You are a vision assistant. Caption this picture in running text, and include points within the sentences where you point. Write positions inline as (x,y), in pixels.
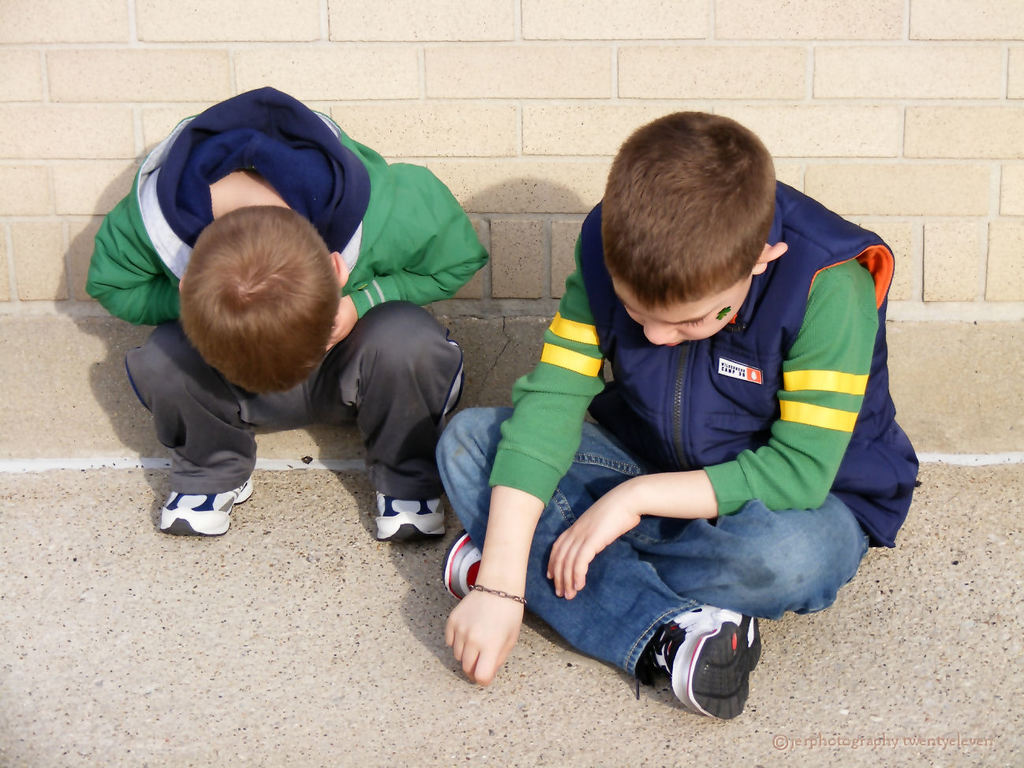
In this picture there are two boys (542,443) sitting on the floor (863,637). At the back (746,33) there is a wall (375,132). At the bottom right (818,744) there is a text (850,736).
